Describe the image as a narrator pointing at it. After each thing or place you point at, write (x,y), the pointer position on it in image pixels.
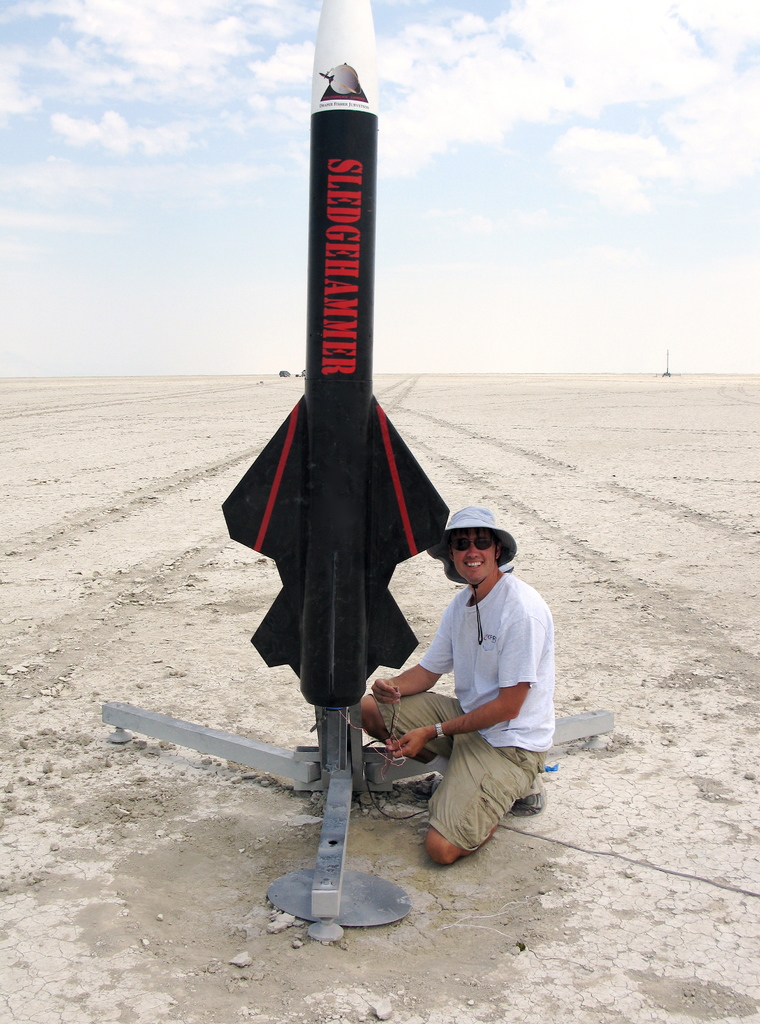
In this picture there is a man (536,742) who is wearing hat (488,524), goggles (487,544), t-shirt (494,600), short (514,784) and shoes (514,809). He is sitting near to the man-made rocket (367,115). In the background (559,535) I can see the open area (723,509), tower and vehicles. At the top (542,121) I can see the sky (601,110) and clouds (736,10).
